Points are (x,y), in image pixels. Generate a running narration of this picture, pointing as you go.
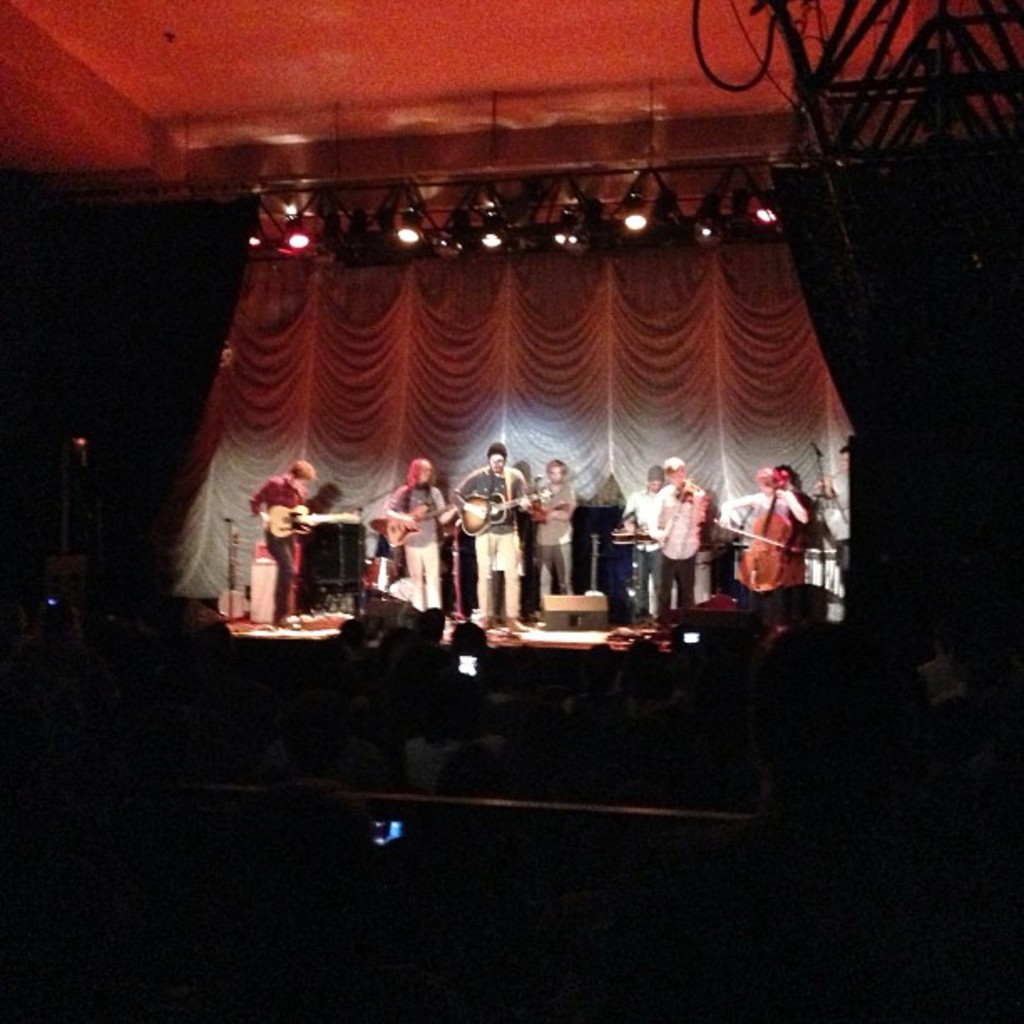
In the image there are few people (426,532) standing on stage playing guitar (468,518) and other music instruments (366,576), In the front (457,747) there are few people (553,754) sitting and staring in the front (445,684) and above there are lights (468,239) over the ceiling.
